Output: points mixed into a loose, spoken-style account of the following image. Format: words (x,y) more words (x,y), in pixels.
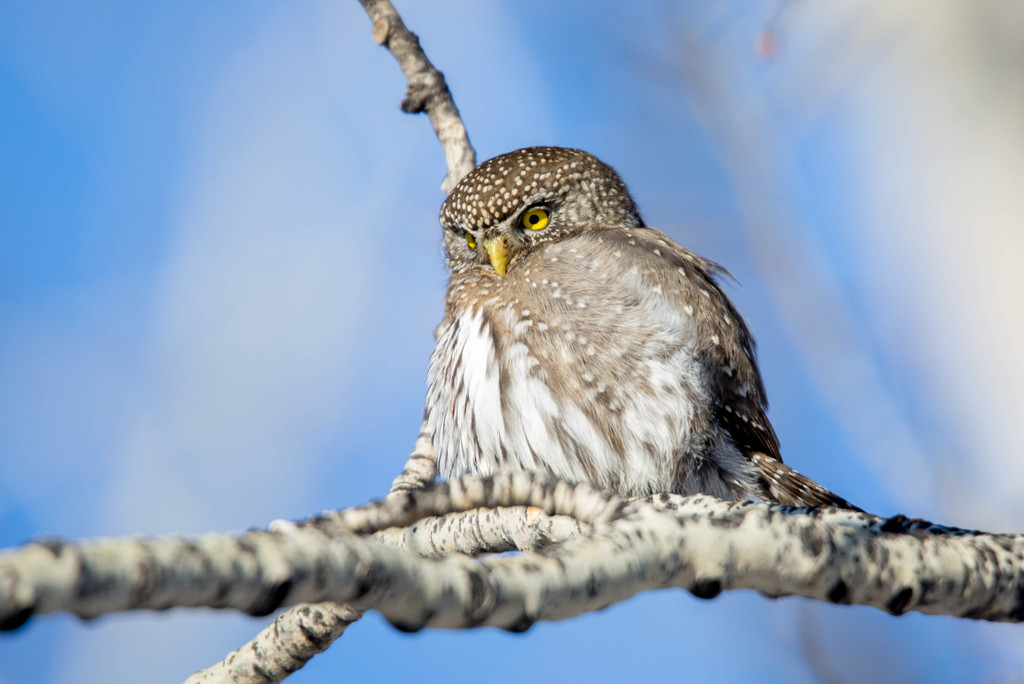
In the center of the image (491,285) we can see an owl (513,310) on the stem (542,561) and in the background (49,336) we can see the sky (808,330).
